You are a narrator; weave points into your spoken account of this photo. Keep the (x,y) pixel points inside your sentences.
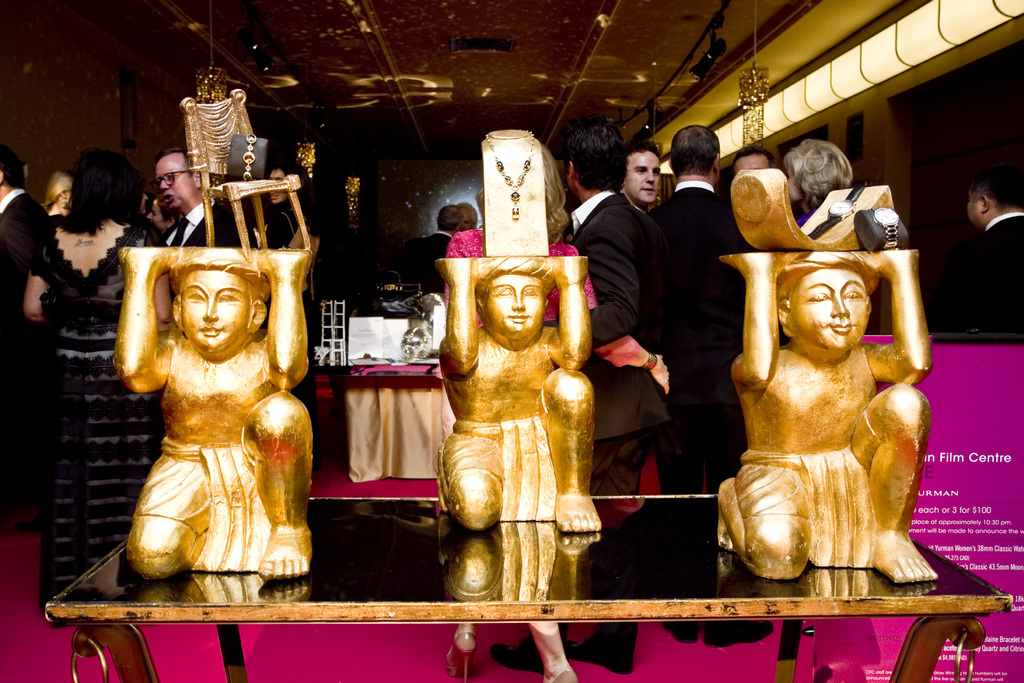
In this picture I can see there is a table (675,552) here and there are three statues (518,390) on the table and they are in golden color and there are necklaces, watches (834,222) and bracelets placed on them. IN the backdrop (184,199) there are a group of people (8,218) standing on to left (55,248) and there is a woman (78,363) here, she is wearing a black dress (70,345) and there is another group of people (622,271) standing at right side (716,144), there is a woman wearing a pink dress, there are lights (743,143) attached to the ceiling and there is a banner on to right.
